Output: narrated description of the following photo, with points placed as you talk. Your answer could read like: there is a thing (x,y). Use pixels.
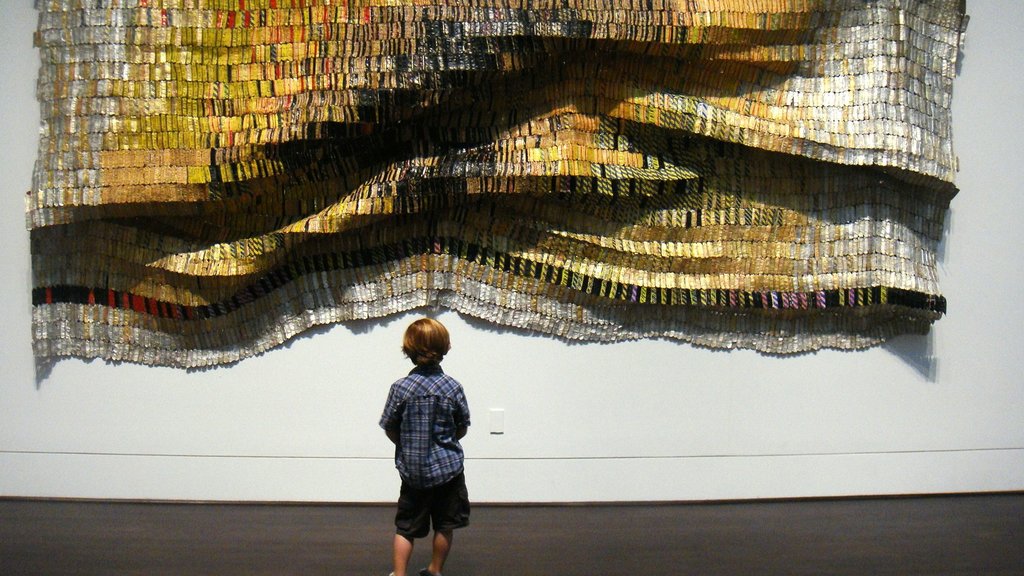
In this image we can see a child (404,514) wearing shirt (440,397) is standing on the floor (560,544) and we can see some design (321,269) on the white color wall (393,367) which is in gold and silver color.
